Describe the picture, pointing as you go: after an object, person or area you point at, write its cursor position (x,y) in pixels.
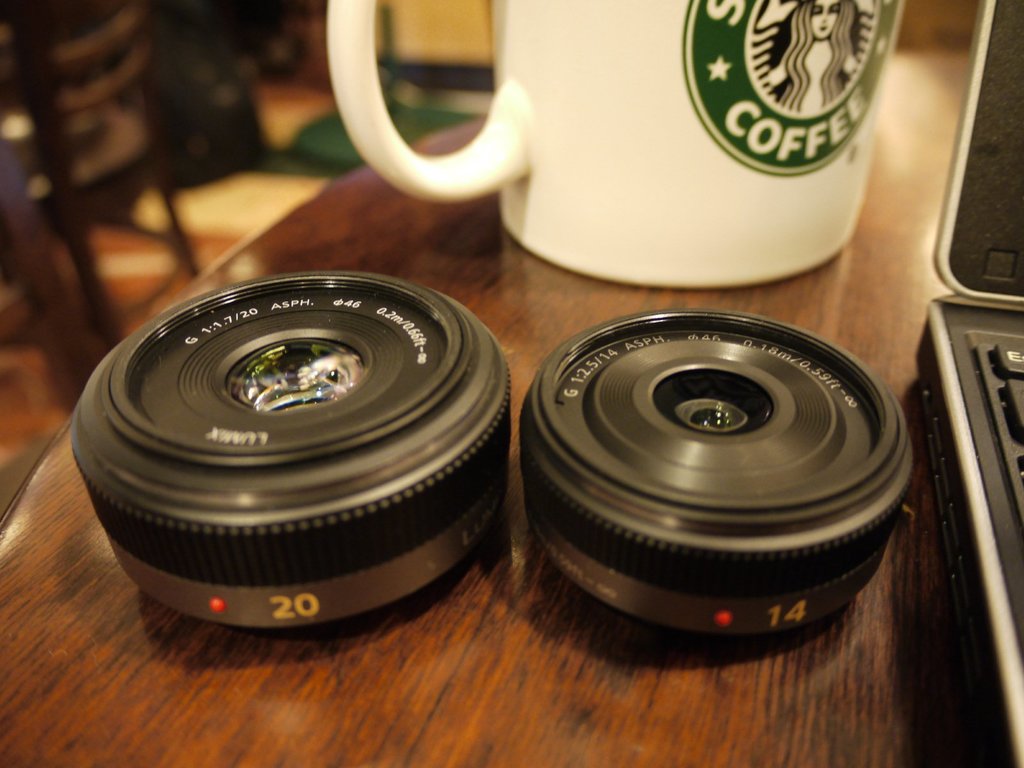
In this image we can see two lens (301,542) and a coffee mug (826,141) is placed on a table (293,245) along with a laptop (965,188). In the background (20,236) we can see a chair (37,142).
